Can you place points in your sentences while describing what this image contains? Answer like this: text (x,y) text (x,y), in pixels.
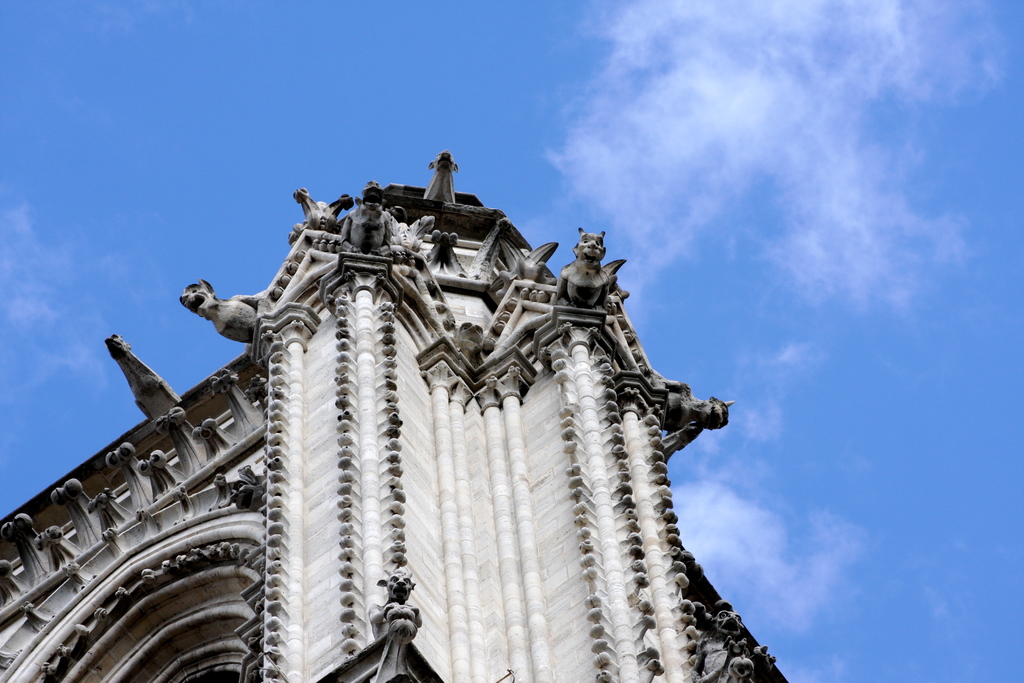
In this image there is a monument (448,446). On it there are statues (592,291) of animals (592,291). The sky (753,298) is cloudy.
